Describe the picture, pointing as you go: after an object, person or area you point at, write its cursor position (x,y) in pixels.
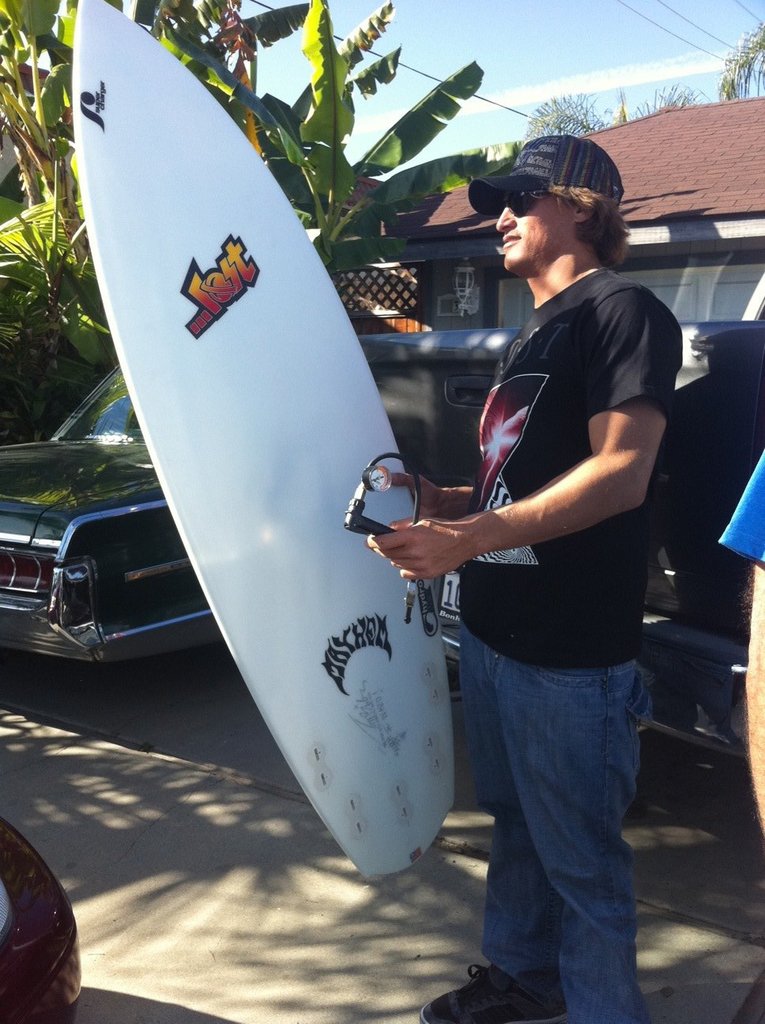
In this image we can see a person (572,303) holding surfboard (384,715) in his hands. In the background (34,503) we can see cars (439,358), house (680,192), trees (420,191) and sky (568,50).
